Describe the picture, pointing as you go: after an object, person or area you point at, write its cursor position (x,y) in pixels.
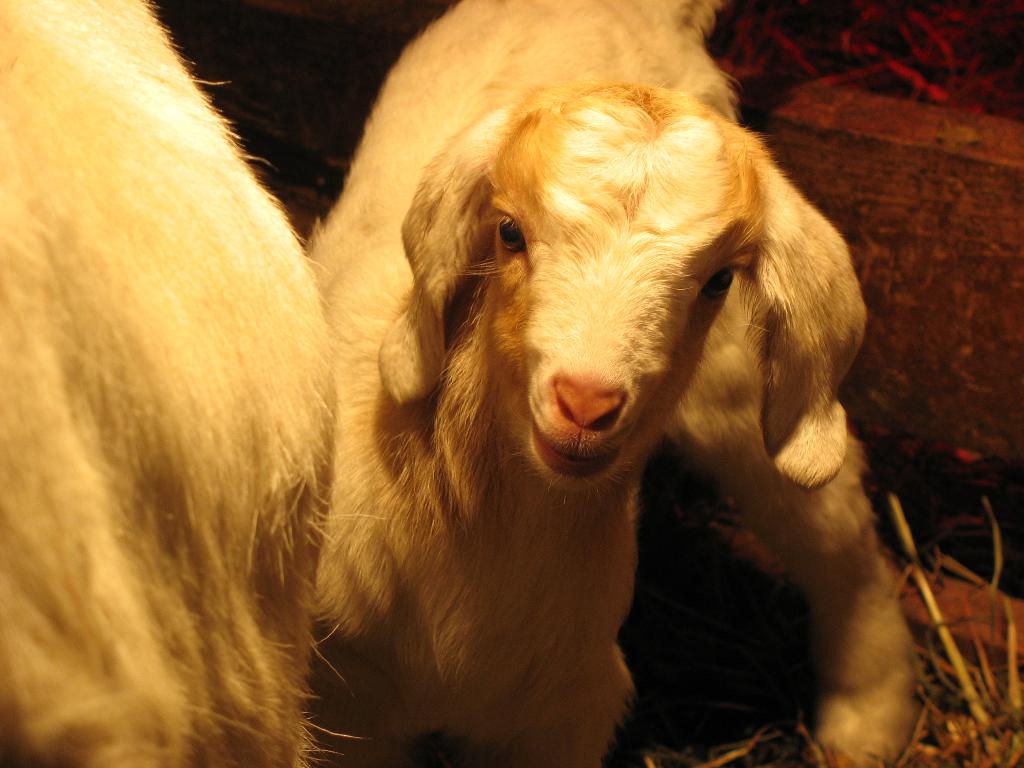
In this image I can see a white colour goat (534,391) and here I can see grass (994,743). I can also see white colour thing (186,317) over here.
